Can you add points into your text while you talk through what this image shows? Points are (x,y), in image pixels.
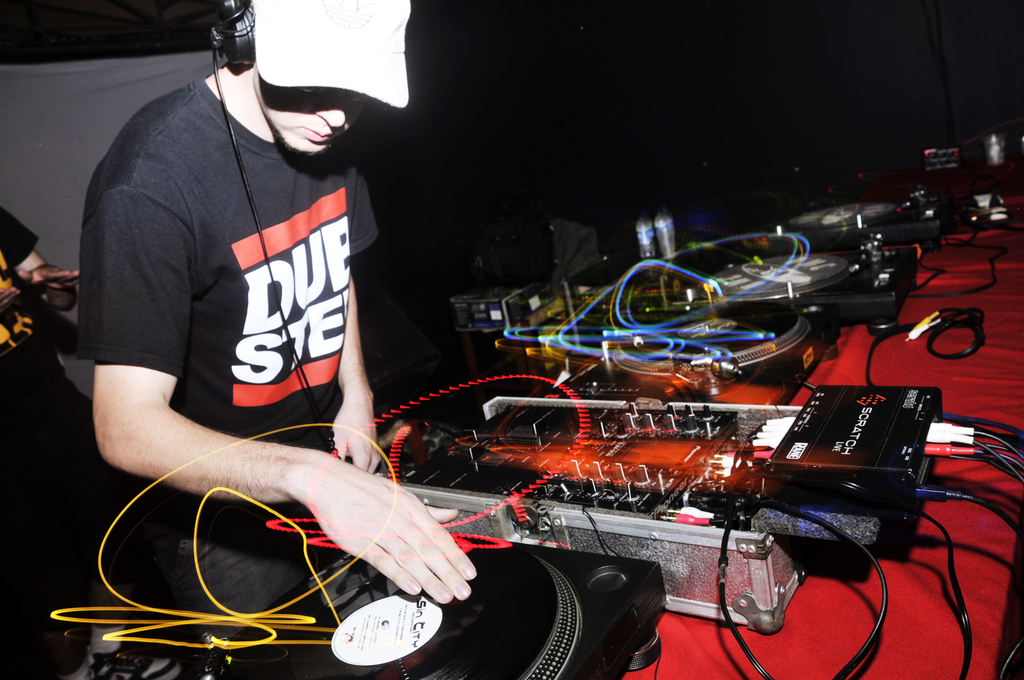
At the bottom of the image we can see a table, on the table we can see some musical devices (807,438). Behind the table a person (172,173) is standing and holding a musical device (356,598). Behind him we can see a person (66,518).
